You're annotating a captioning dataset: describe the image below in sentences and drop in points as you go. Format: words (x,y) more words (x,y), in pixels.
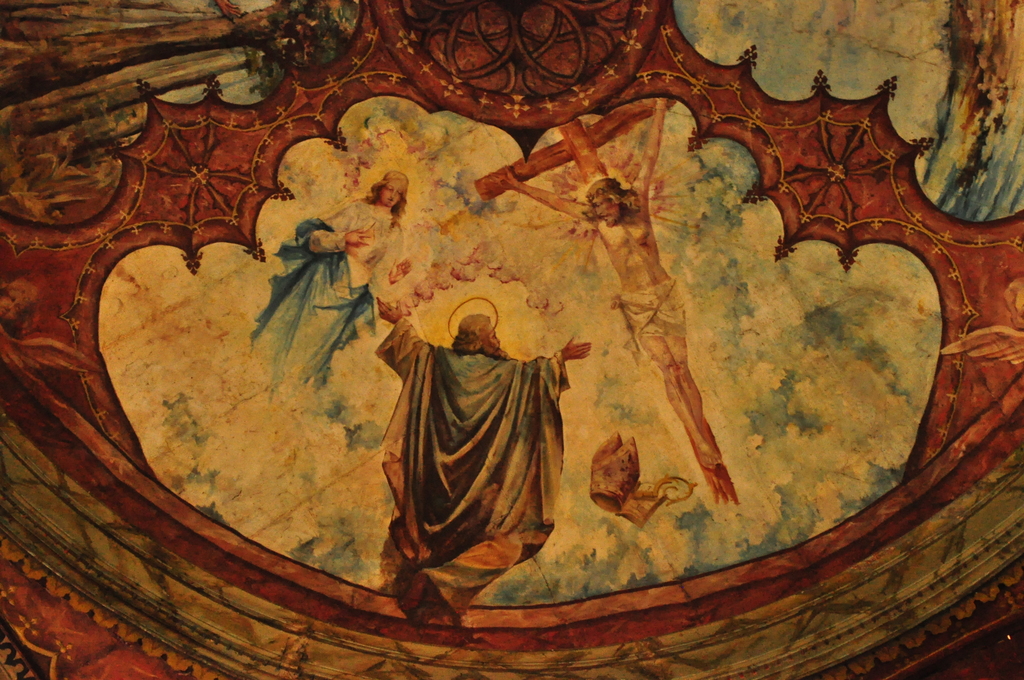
In the image we can see there is a painting (384,297) and there are people (459,415) flying in the sky (584,443). There is a person (672,356) standing on the cross (598,129) and there is a cloudy sky (736,408).
